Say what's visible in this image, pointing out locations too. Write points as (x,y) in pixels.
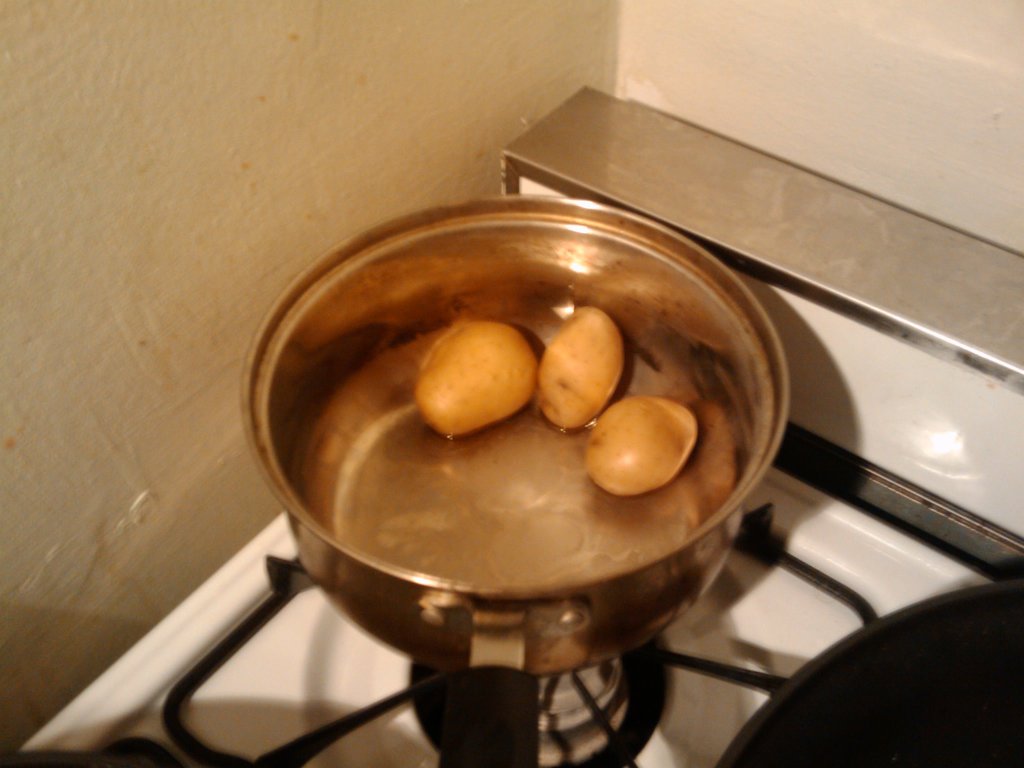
In this picture, we see a steel vessel (506,591) containing three potatoes (517,337) are placed on the gas stove (605,714). In the background (188,449), we see a wall (914,120) which is white in color. In the right bottom of the picture (891,721), we see an object (876,726) in black color.
